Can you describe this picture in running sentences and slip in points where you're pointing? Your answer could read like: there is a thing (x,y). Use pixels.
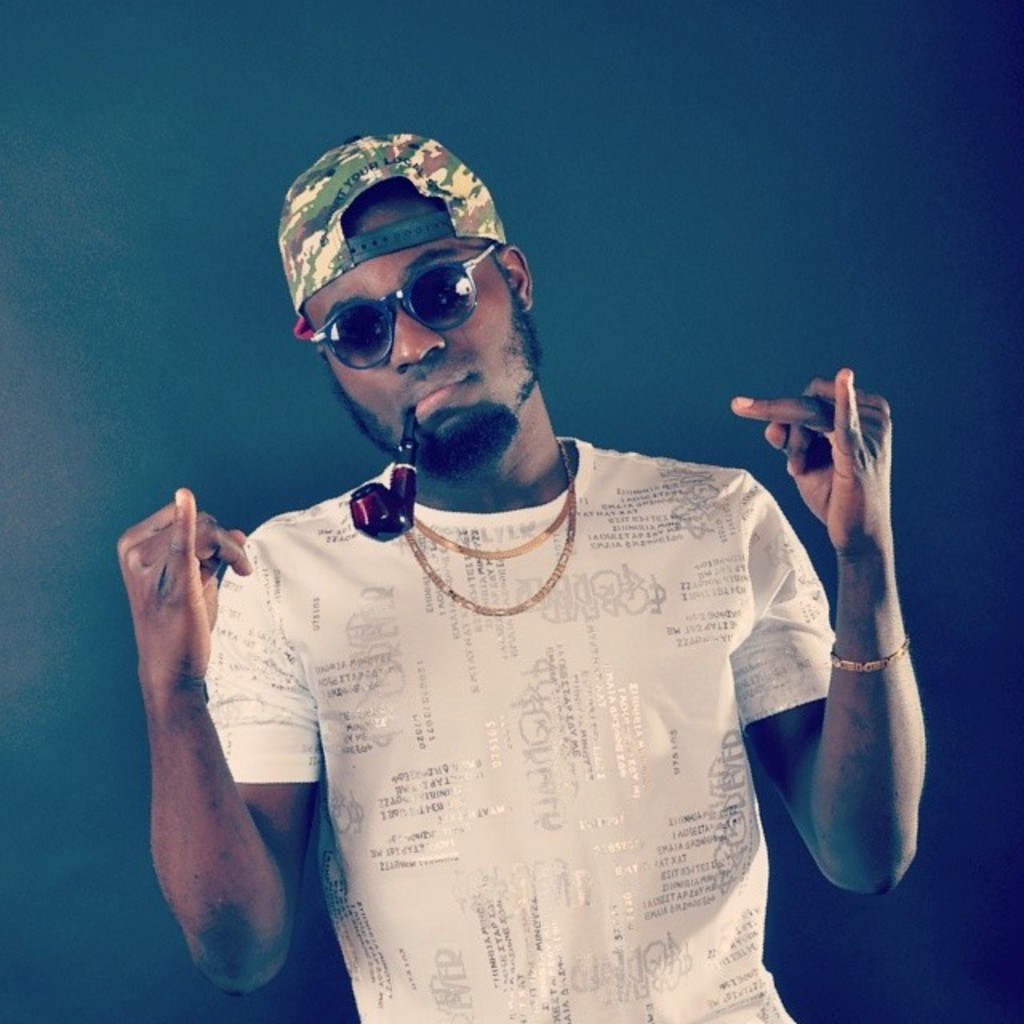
In this image we can see a person (702,552) wearing cap (450,220), goggles (471,274) and a white t shirt (494,760) is holding a pipe (405,445) in his mouth (426,409).
